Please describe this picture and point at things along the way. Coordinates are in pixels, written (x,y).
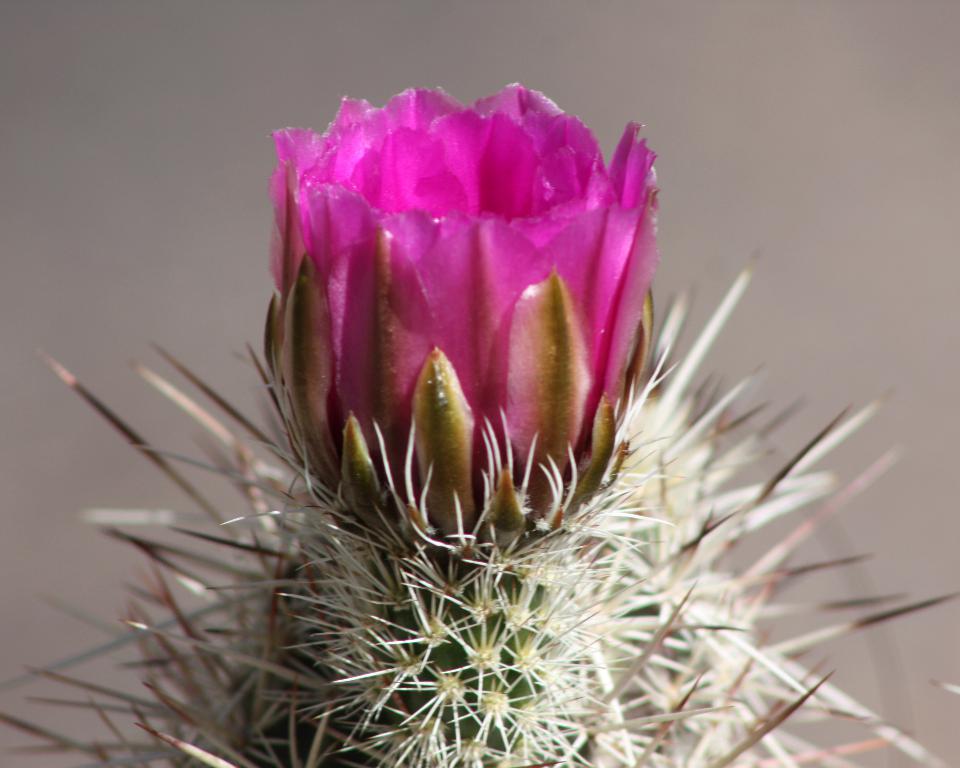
In the image we can see a cactus (554,646) and this is a cactus flower (407,283).
